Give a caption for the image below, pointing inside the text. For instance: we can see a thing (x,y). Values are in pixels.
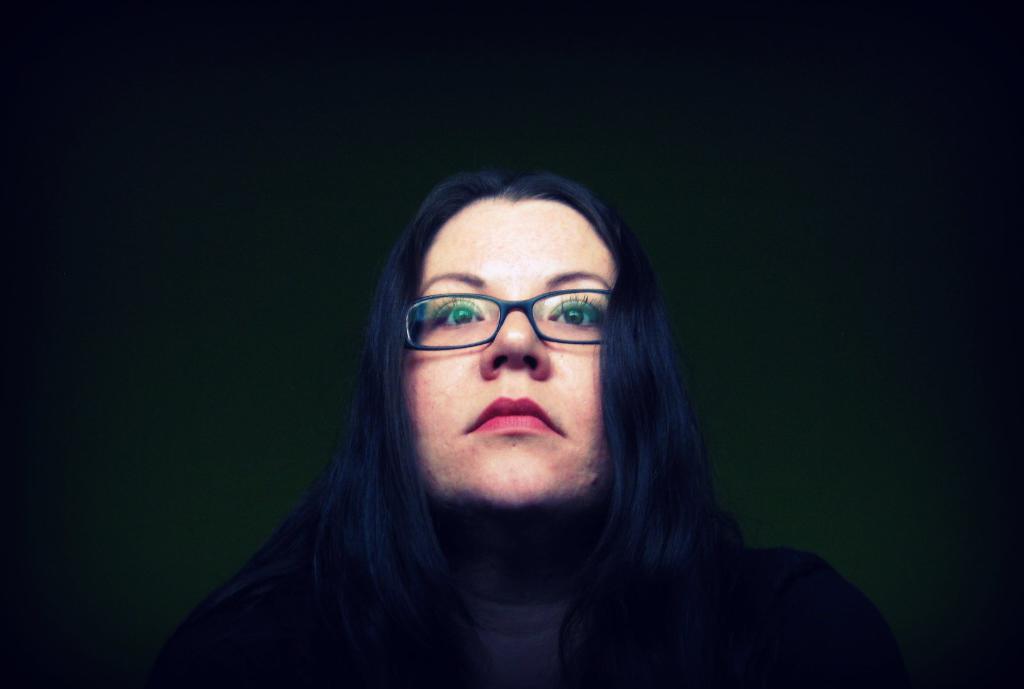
As we can see in the image there is a woman (493,343) wearing spectacles (466,309) and standing in the front (527,487) and the background (907,470) is little blurred.
